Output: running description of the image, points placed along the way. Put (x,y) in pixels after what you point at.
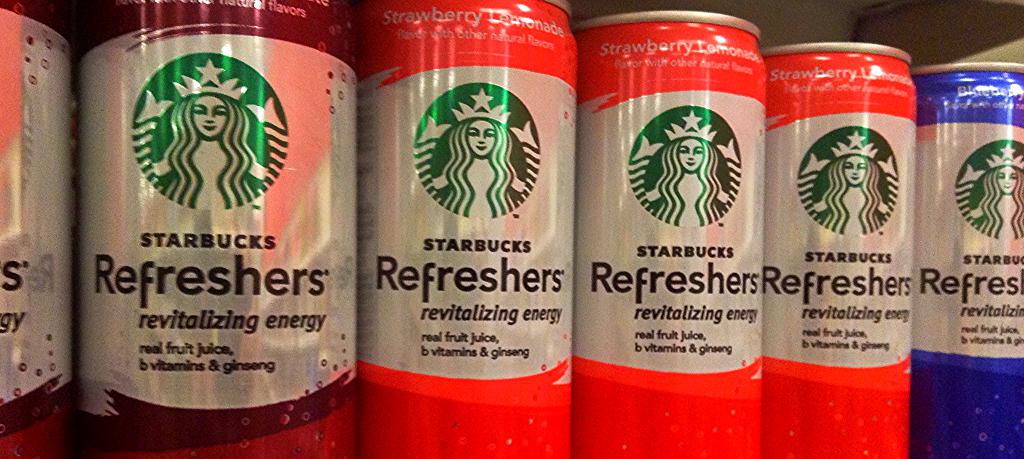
In this image we can see beverage tins (252,223) arranged in row.
